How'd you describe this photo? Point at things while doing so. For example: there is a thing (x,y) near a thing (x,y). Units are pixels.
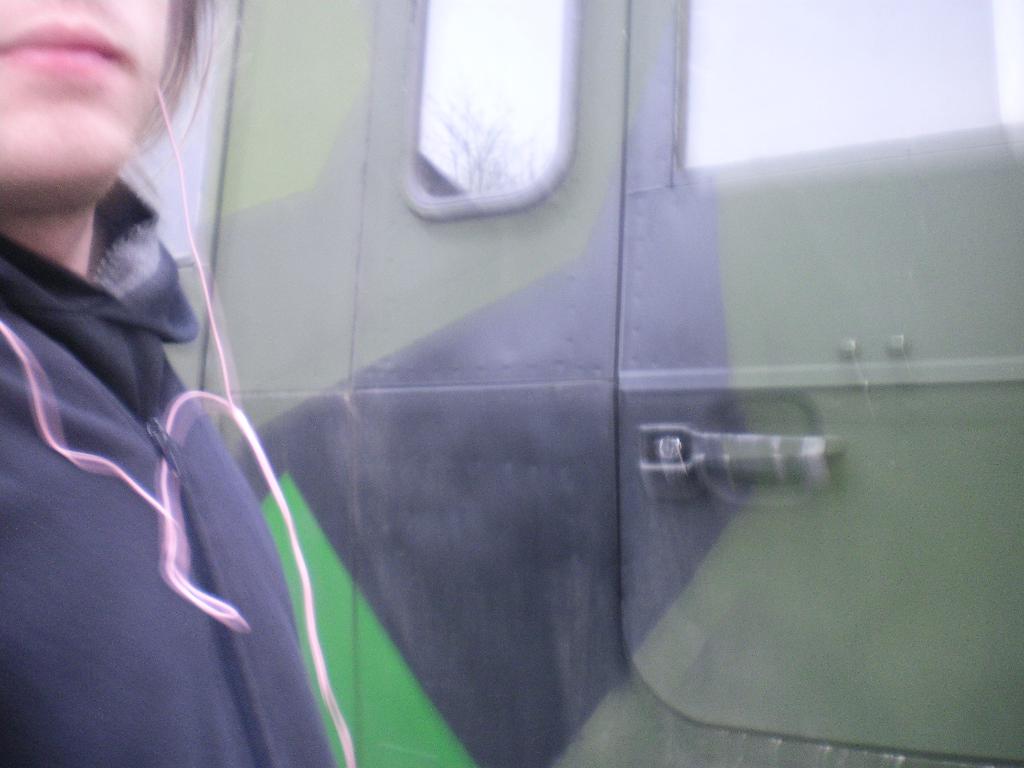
In this image, we can see a person (252,538) and the door (628,522).
